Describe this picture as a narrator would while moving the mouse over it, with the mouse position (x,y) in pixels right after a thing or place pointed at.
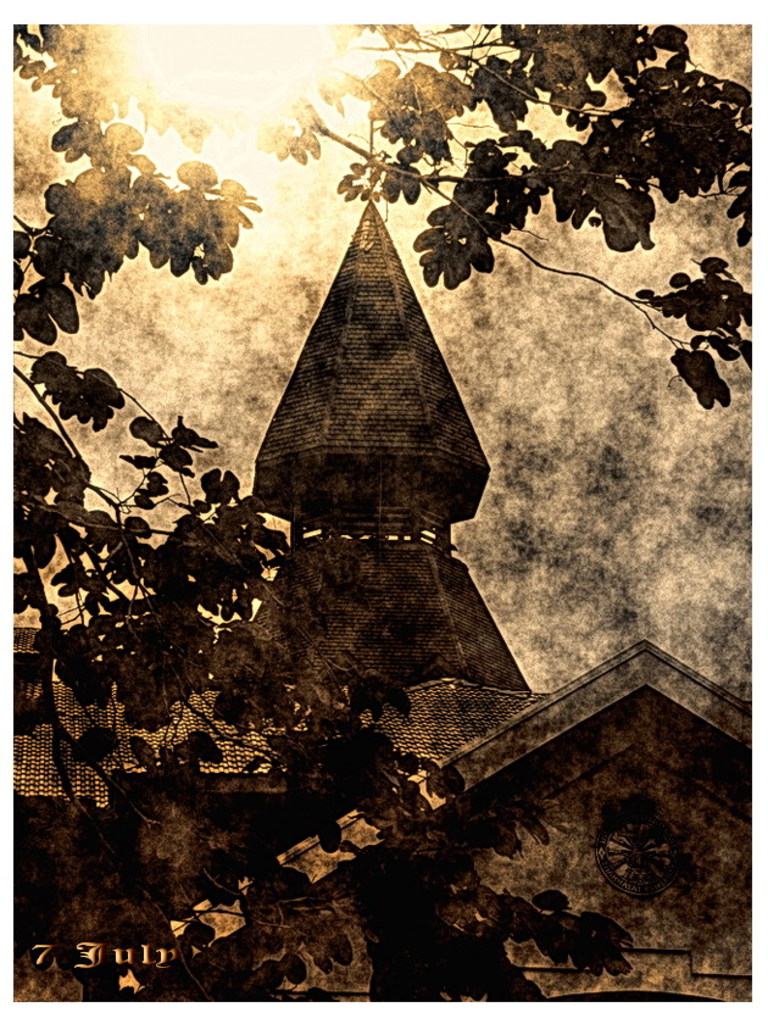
This is a edited picture. In the foreground (556,90) there are stems (268,928) of a tree (330,945). In the center of the picture (374,608) there is a building (424,617). At the top (259,87) sun (277,82) is shining.
